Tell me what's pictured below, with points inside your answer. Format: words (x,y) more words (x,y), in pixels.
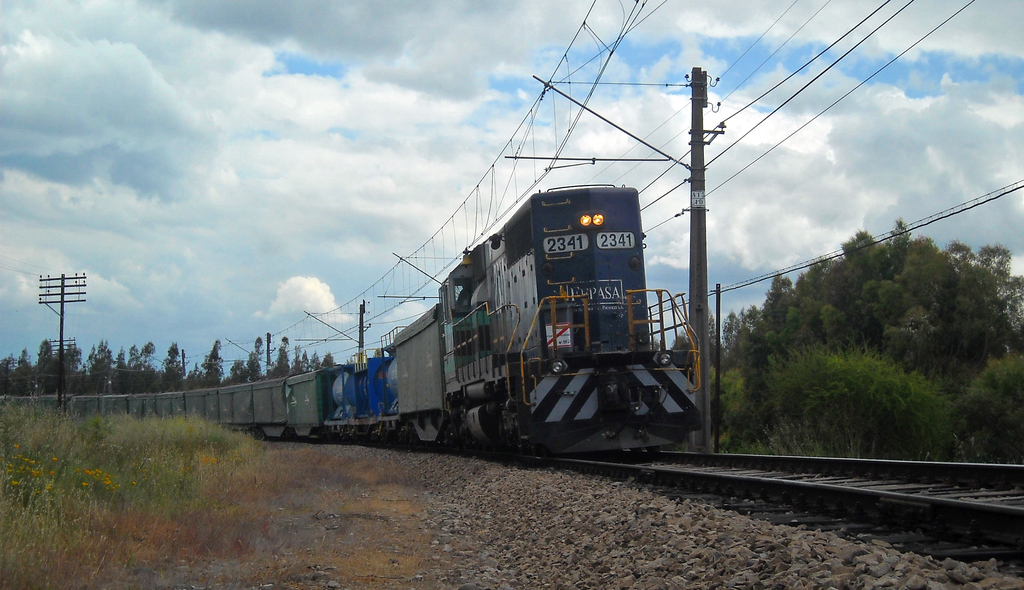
On the left (167,491) there are shrubs (86,456), current pole (63,288) and trees (42,374). In the center of the picture (627,339) there are stones (516,504), railway track (857,514), train (431,313), poles (269,353), cables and other objects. On the right (896,324) there are trees (979,367). Sky (528,162) is partially cloudy.
